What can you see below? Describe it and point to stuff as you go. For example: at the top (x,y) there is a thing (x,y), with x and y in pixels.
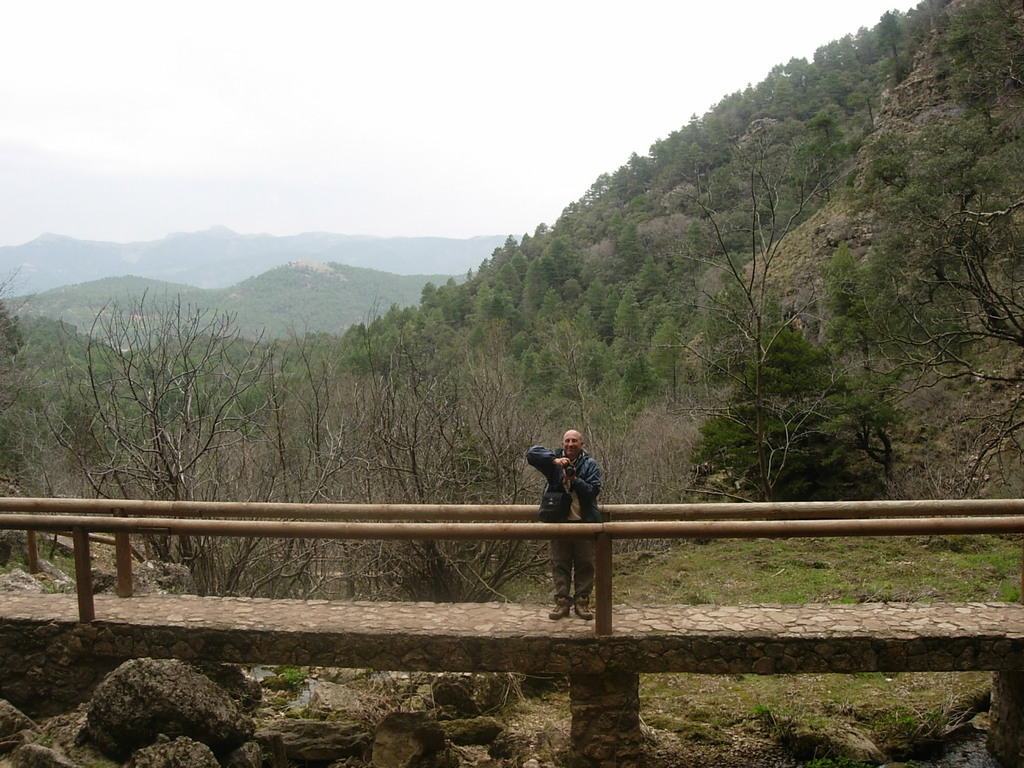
In this picture we can see a man (528,456) standing on a platform (973,625), trees (433,400), mountains (238,265) and in the background (424,97) we can see the sky (507,72).
